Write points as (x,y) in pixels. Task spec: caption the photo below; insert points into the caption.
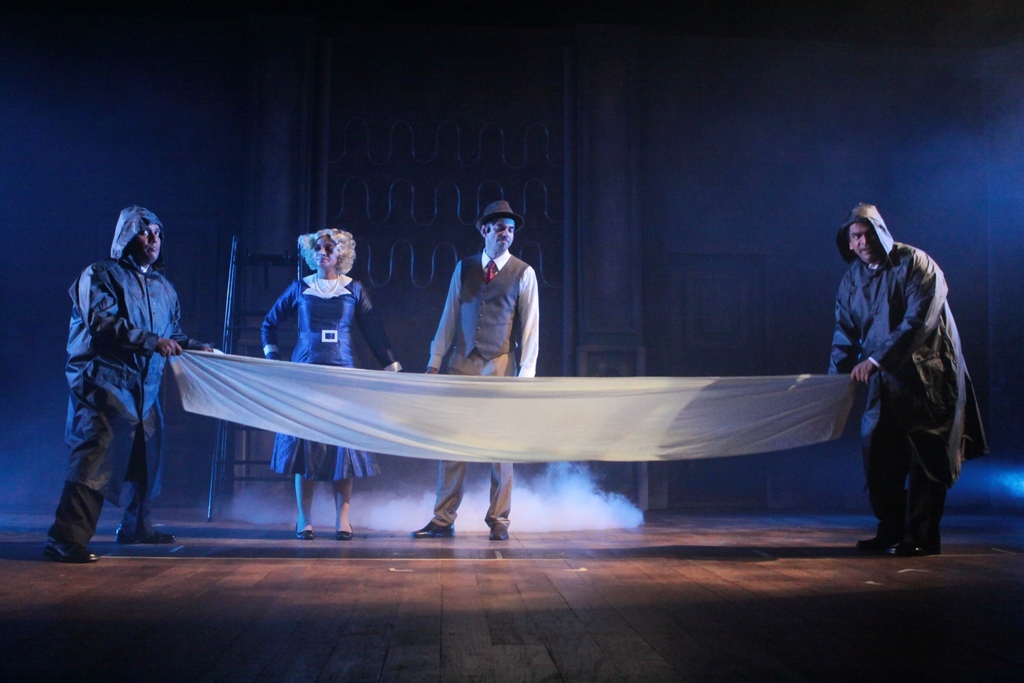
In this picture I can see four persons (153,234) standing and holding a cloth (628,425), there is an object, and in the background (482,130) it looks like a door (560,138) and a wall (601,160).
